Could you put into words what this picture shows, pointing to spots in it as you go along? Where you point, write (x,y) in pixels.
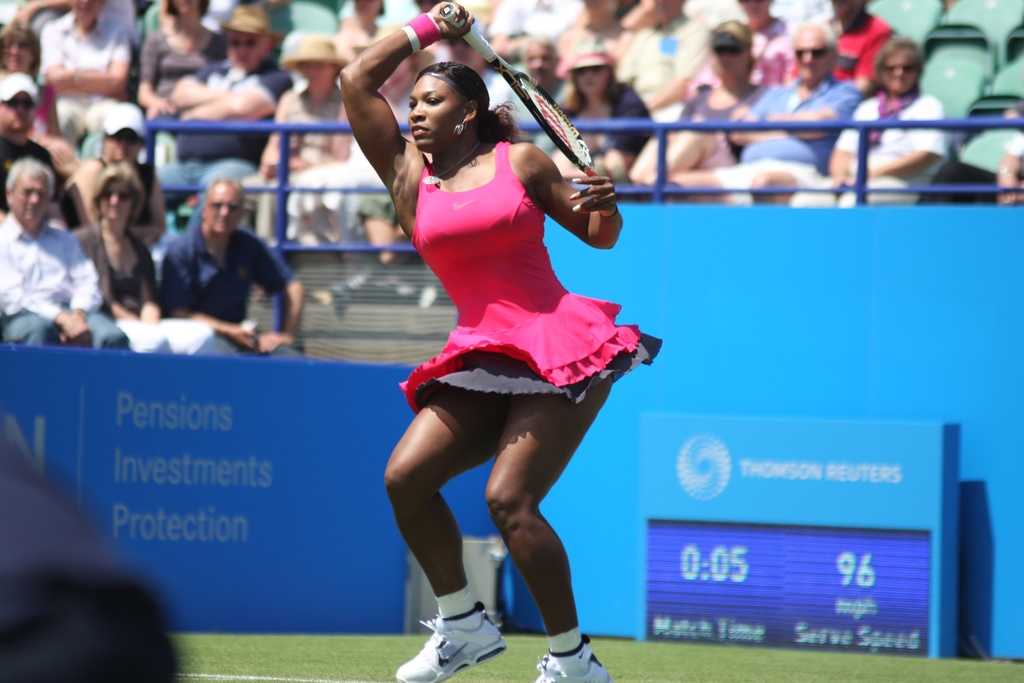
In this image we can see a woman (467,355) is holding a racket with her hand (466,27). In the background (556,60) we can see hoarding (330,553), screen (782,622), railing (279,306), and group of people (549,16).
